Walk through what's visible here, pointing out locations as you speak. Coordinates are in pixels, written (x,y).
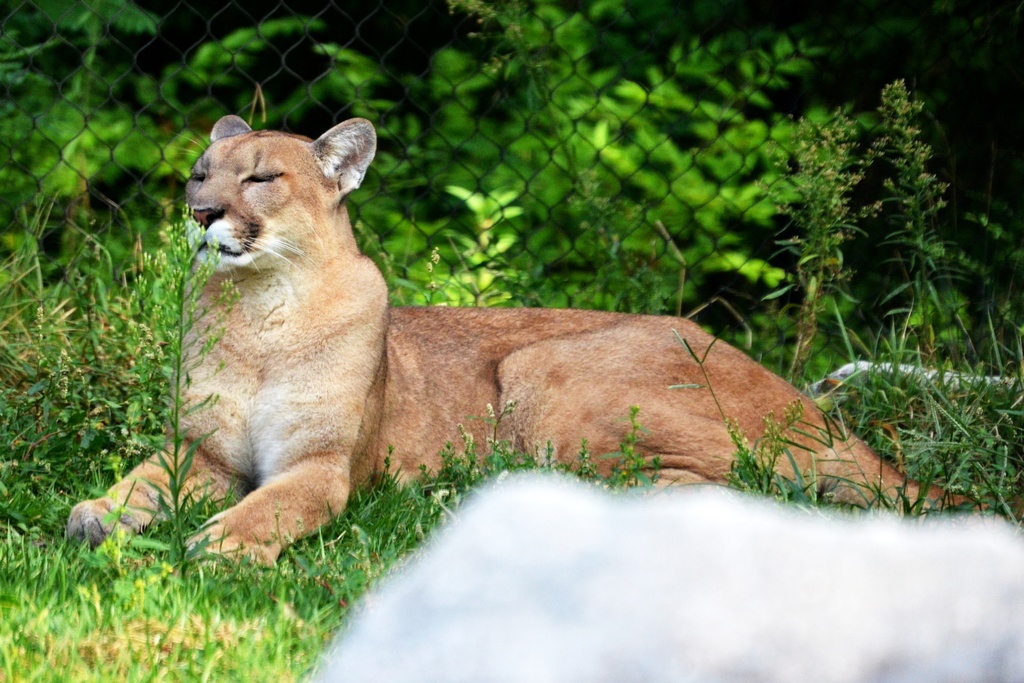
There is a Cougar (553,349) sitting on a greenery ground (450,468) and there is a fence (578,175) beside it and there are few plants (592,93) in the background (641,137).
